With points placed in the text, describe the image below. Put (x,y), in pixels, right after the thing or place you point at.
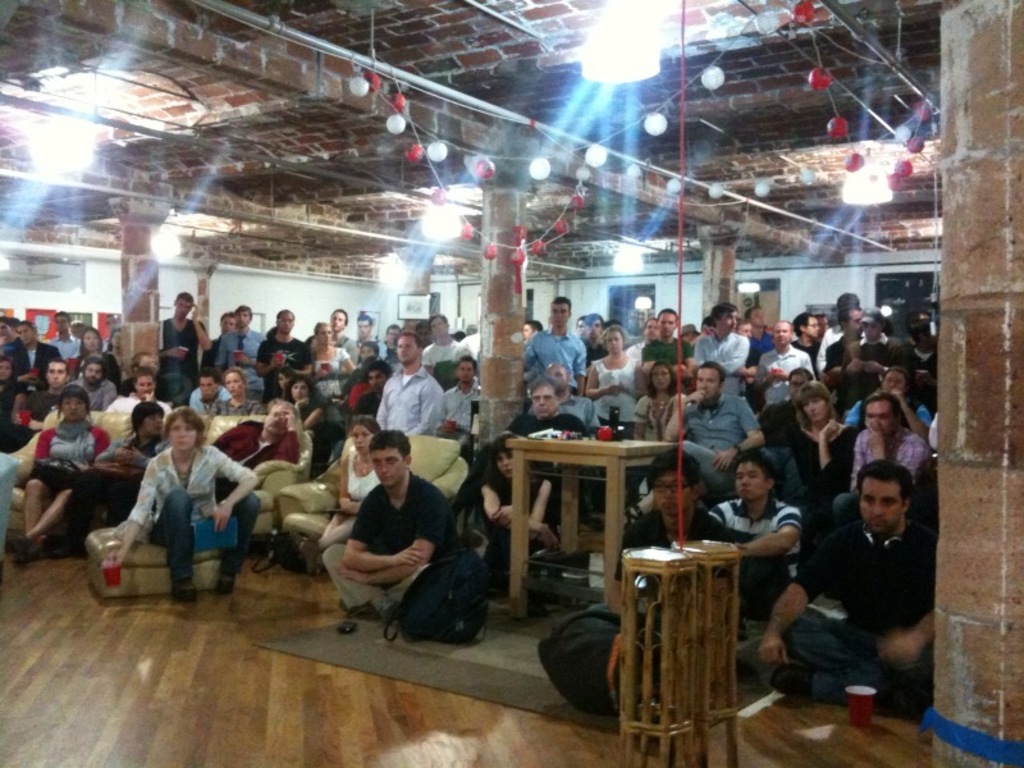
As we can see in the image there is a brick wall (133,295), many people (163,381) standing and sitting here and there. In the front (145,558) there are sofas (125,425) and a bag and there is a table (520,462) over here.
